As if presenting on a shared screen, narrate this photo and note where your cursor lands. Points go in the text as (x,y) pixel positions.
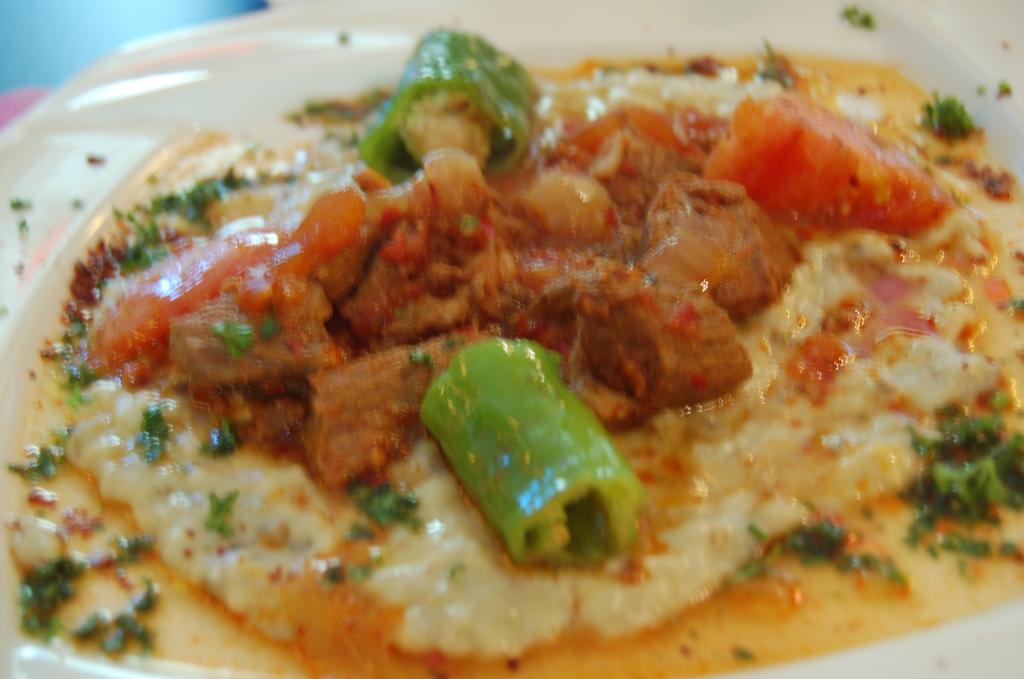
In this image we can see a plate (156,161) containing food (568,357).
